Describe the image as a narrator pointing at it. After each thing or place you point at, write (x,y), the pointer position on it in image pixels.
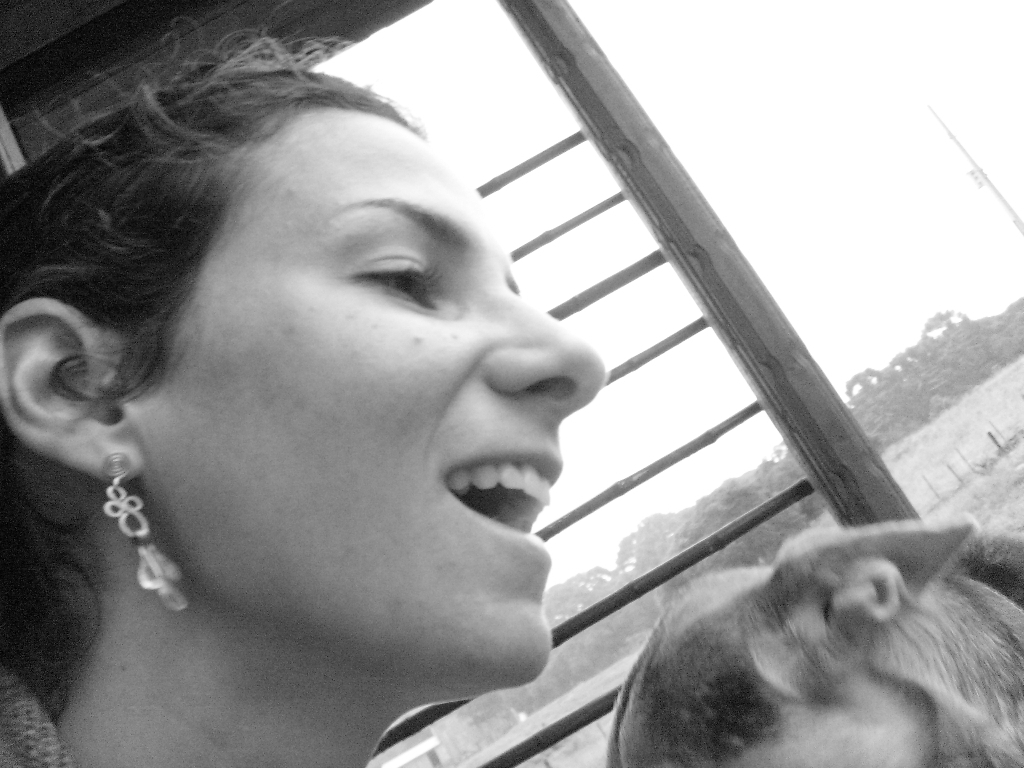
This is a black and white image. In this image, on the left side (280,537), we can see a woman (398,206). In the right corner (873,636), we can see an animal (751,739). In the background (613,174), we can see a grill window (571,91), trees (642,622). At the top (788,100), we can see a sky (815,124), at the bottom (518,713), we can see some poles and a grass (977,424).
